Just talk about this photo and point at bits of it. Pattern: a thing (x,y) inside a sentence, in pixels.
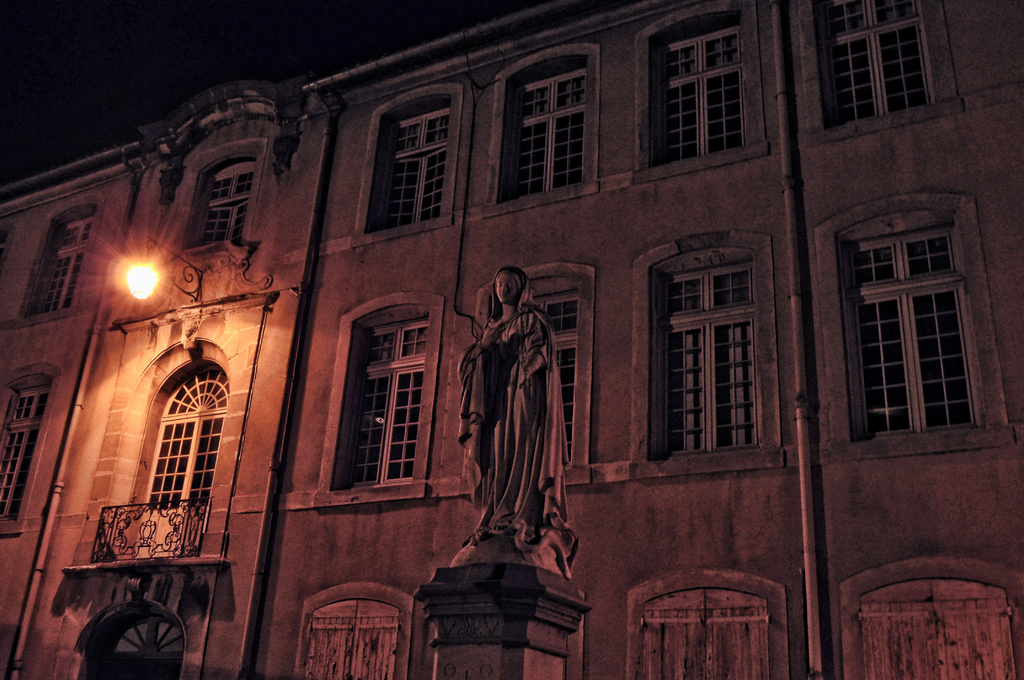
This image is taken outdoors. In the middle of the image (497,355) there is a statue (481,423). In the background (480,279) there is a building (274,357) with a few walls (268,391), windows (886,257), a light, railing (185,515), balcony (123,504), a roof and a door (150,632).
